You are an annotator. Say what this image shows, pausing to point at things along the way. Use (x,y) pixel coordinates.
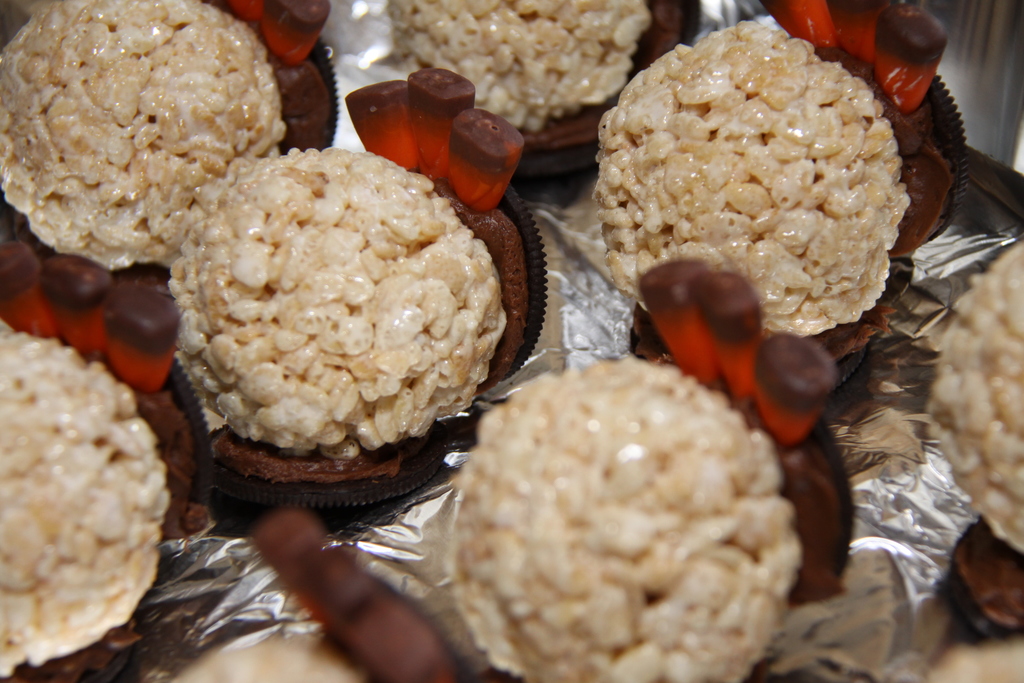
In this image we can see the food items (664,144) placed on the foil (350,14).
